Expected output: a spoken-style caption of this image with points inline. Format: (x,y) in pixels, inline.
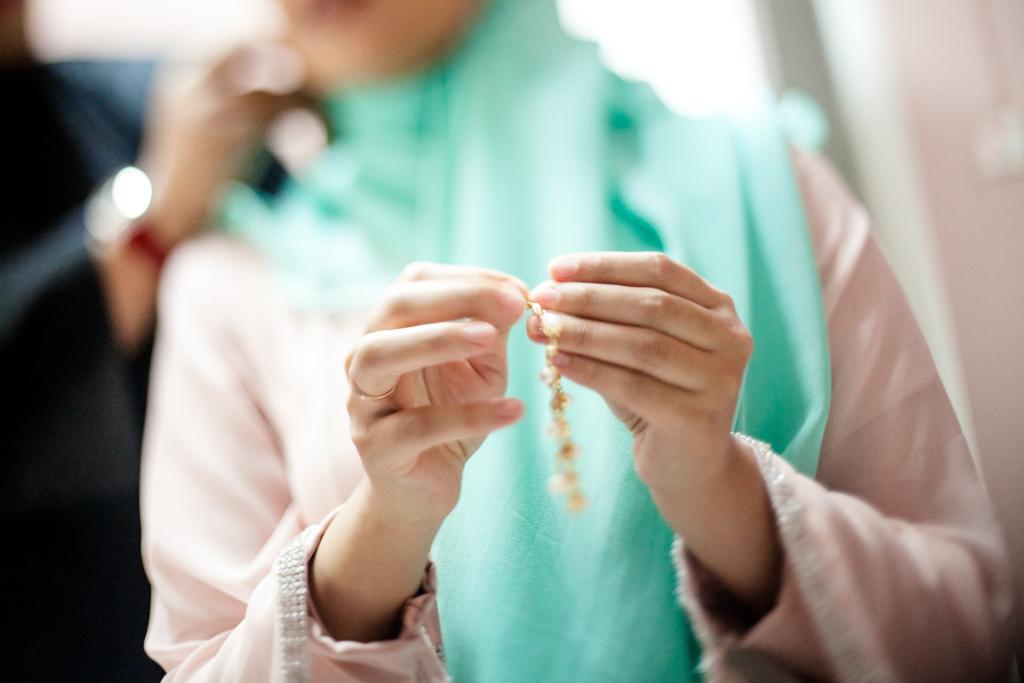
In this image, we can see a person (511,283) holding a jewelry (564,395). At the top of the image (918,74), there is a blur view. On the left side of the image (120,276), we can see the black color and hand (161,204) of a person (167,230).
